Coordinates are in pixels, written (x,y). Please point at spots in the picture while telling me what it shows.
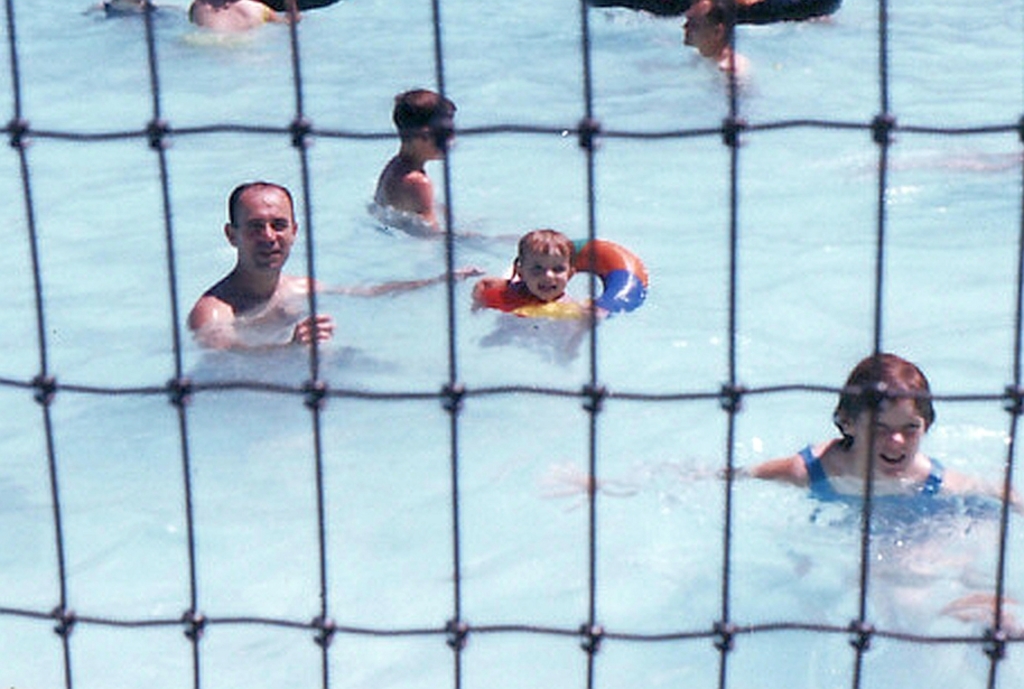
In this picture I can see few people (240,288) are in the water (281,364) and also I can see the net (313,297).
